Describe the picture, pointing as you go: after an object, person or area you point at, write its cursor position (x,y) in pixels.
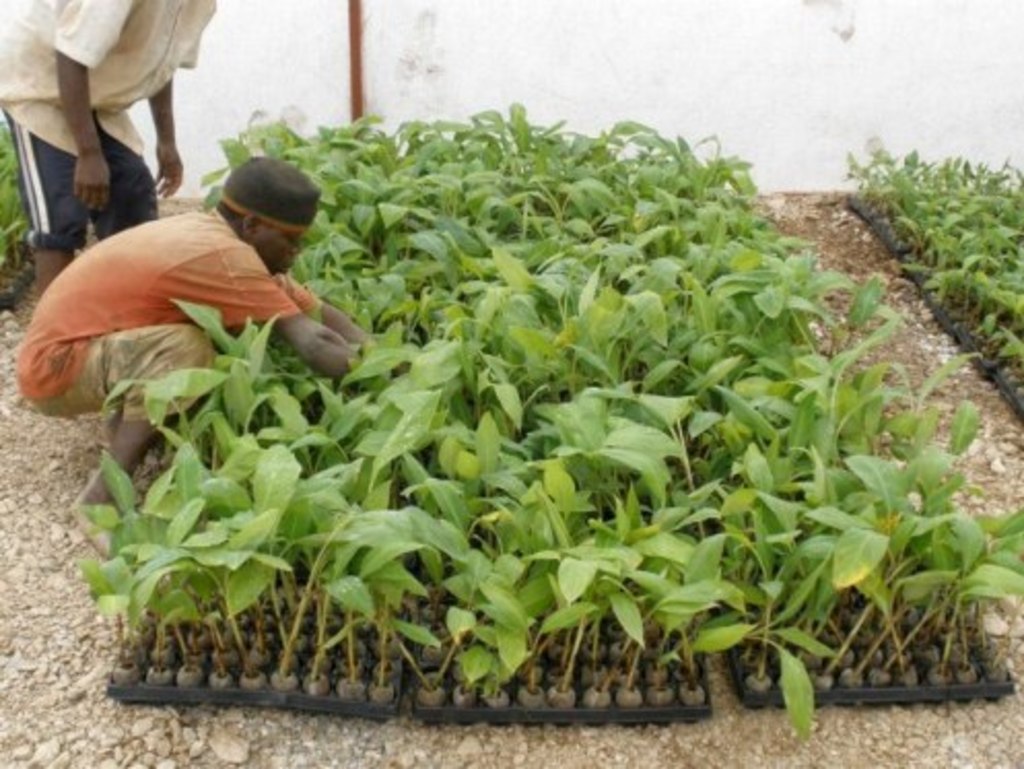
In the foreground (964,751) there is soil (10,638). In the middle of the picture (433,320) there are plants (421,386). On the left (74,267) there are two persons (68,195), plants (15,235) and soil (14,380). On the right (958,269) there are plants (928,273) and soil (853,265). In the background (496,35) it is wall (381,55) and there is a red color object (356,62) on the wall (387,73).
